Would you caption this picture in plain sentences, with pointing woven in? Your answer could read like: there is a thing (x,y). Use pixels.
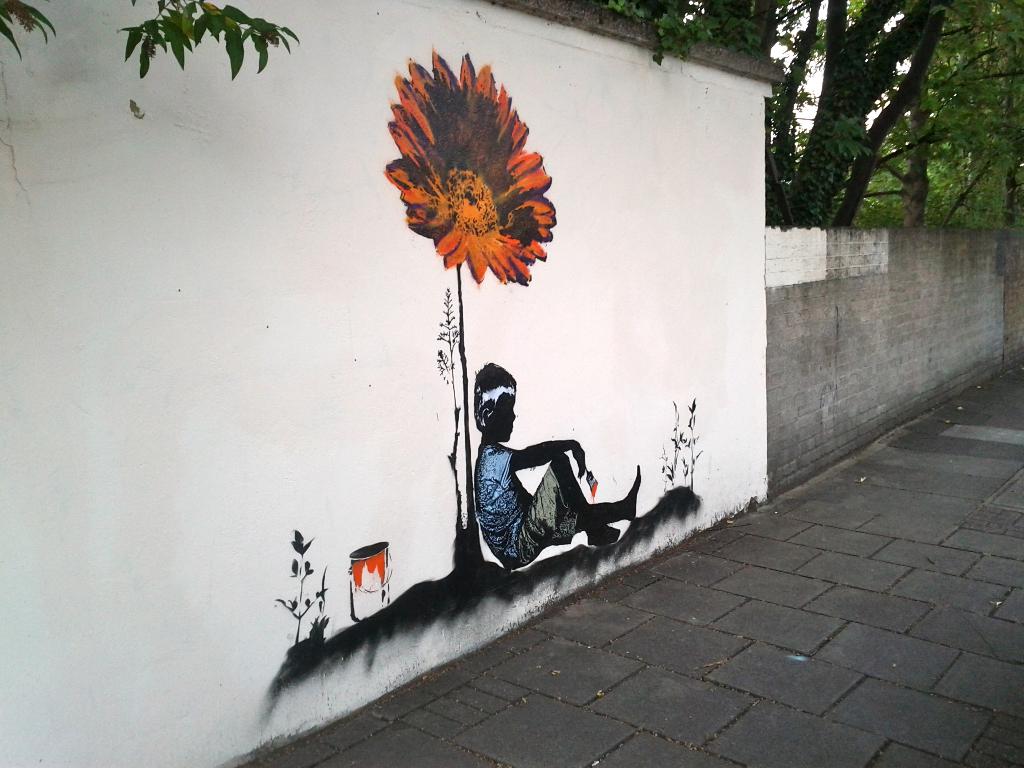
In the image we can see a wall (274,307), on the wall (272,257) there is a painting (495,181) of a flower (474,254) and a child (533,508) sitting, wearing clothes (549,486) and holding a brush (594,482) in hand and this is a plant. This is a tree (944,89) and footpath (892,540).
